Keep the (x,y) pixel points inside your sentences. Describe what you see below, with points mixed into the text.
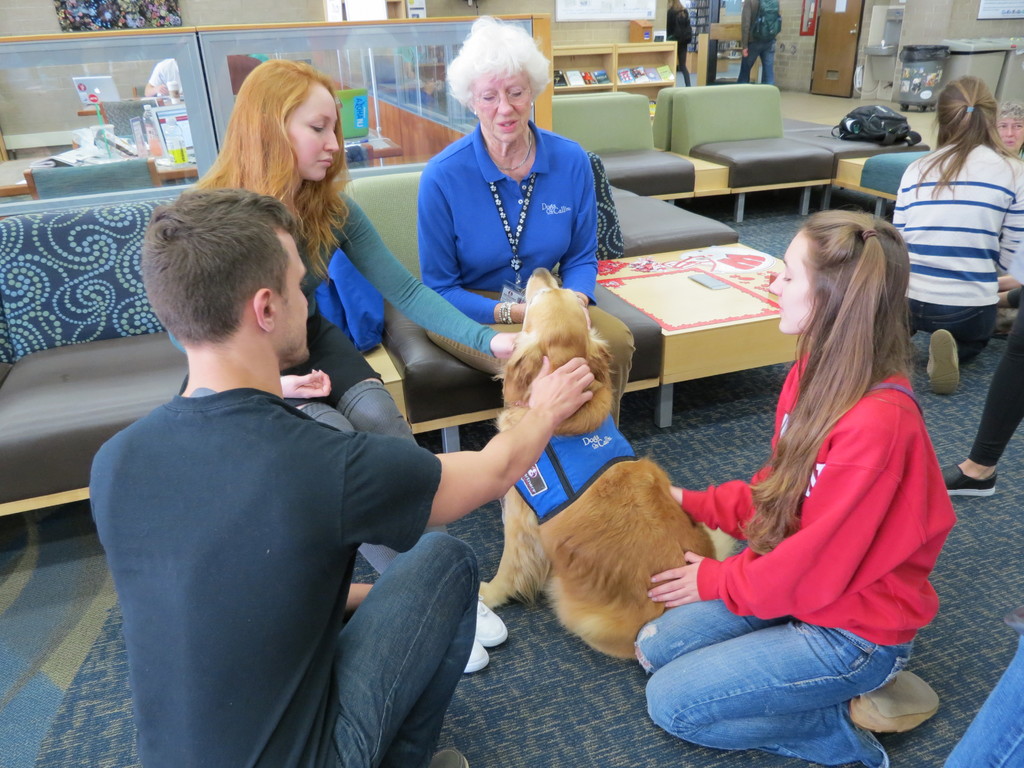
As we can see in a picture, there are many people (501,333) are sitting around. This is a dog (590,499). These are the sofa chair (51,363).
